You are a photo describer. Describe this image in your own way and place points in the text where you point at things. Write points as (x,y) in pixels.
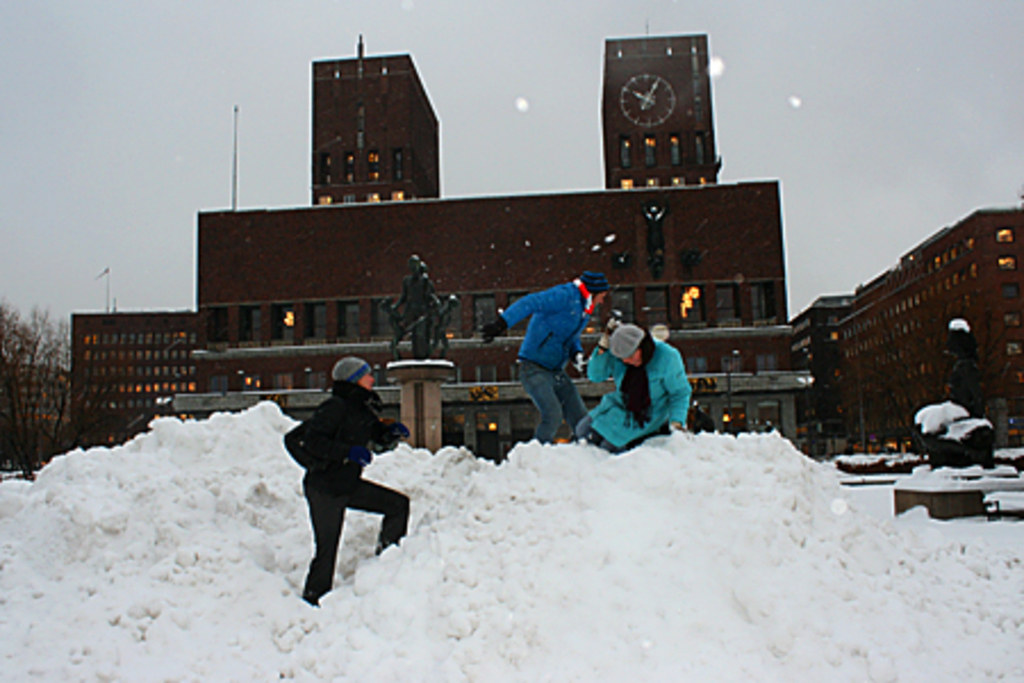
Here in this picture we can see a group of people (628,430) standing over a place (571,470), which is fully covered with snow (163,567) over there and behind them we can see a statue (397,317) present and we can also see buildings (210,313) present all over there and we can see trees (39,405) present in the far.
